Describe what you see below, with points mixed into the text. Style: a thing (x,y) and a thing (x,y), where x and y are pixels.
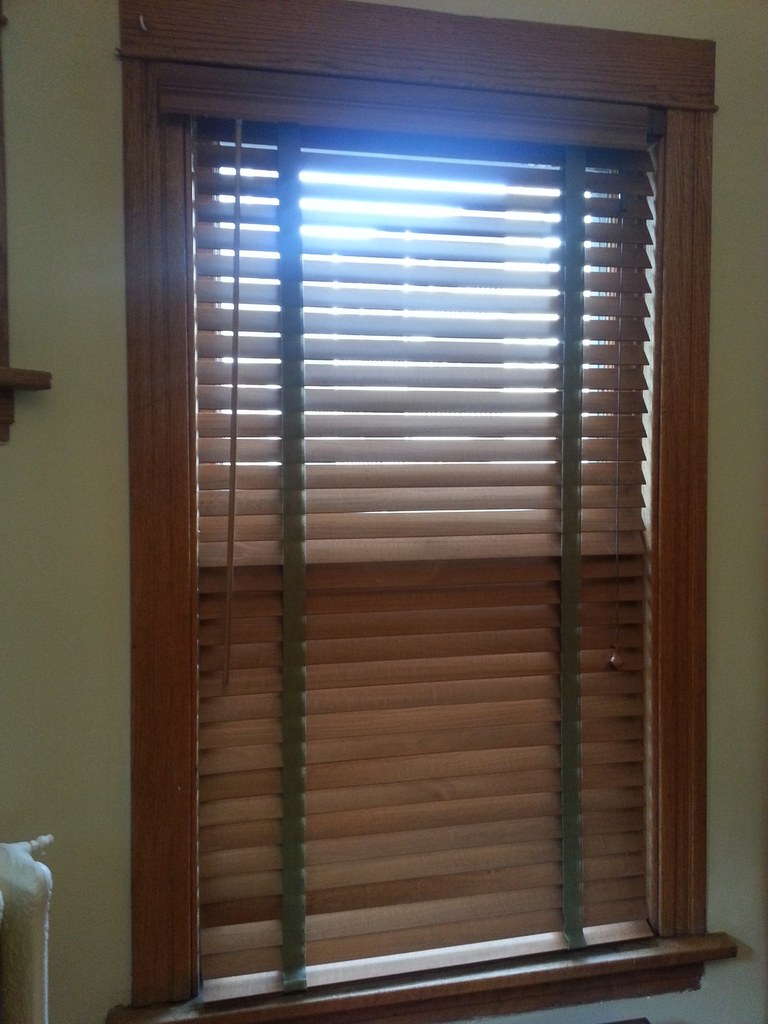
In this picture we can see close view of the wooden window (667,675) with brown blinds (550,751).
